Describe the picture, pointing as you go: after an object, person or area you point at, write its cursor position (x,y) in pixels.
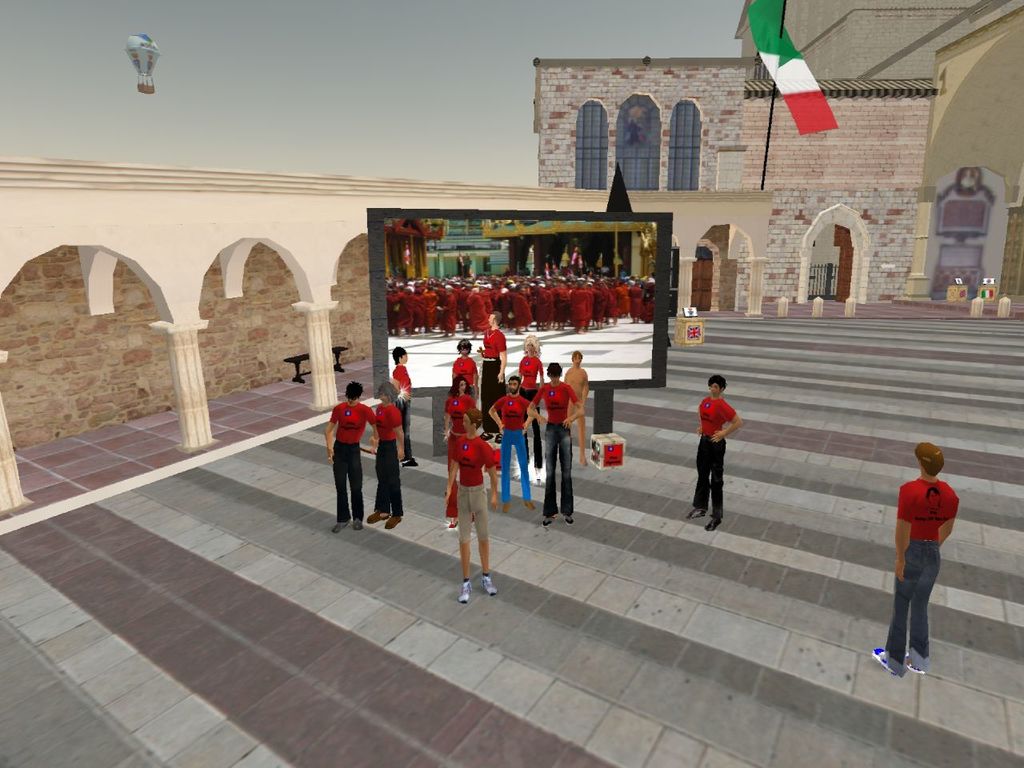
This is an animated picture, there are a group of people (461,359) standing, we can see a projector (551,319) with a group of people (464,301). There are buildings (711,128) with windows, flag (813,83) and hot air balloon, in the background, we can see the sky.
